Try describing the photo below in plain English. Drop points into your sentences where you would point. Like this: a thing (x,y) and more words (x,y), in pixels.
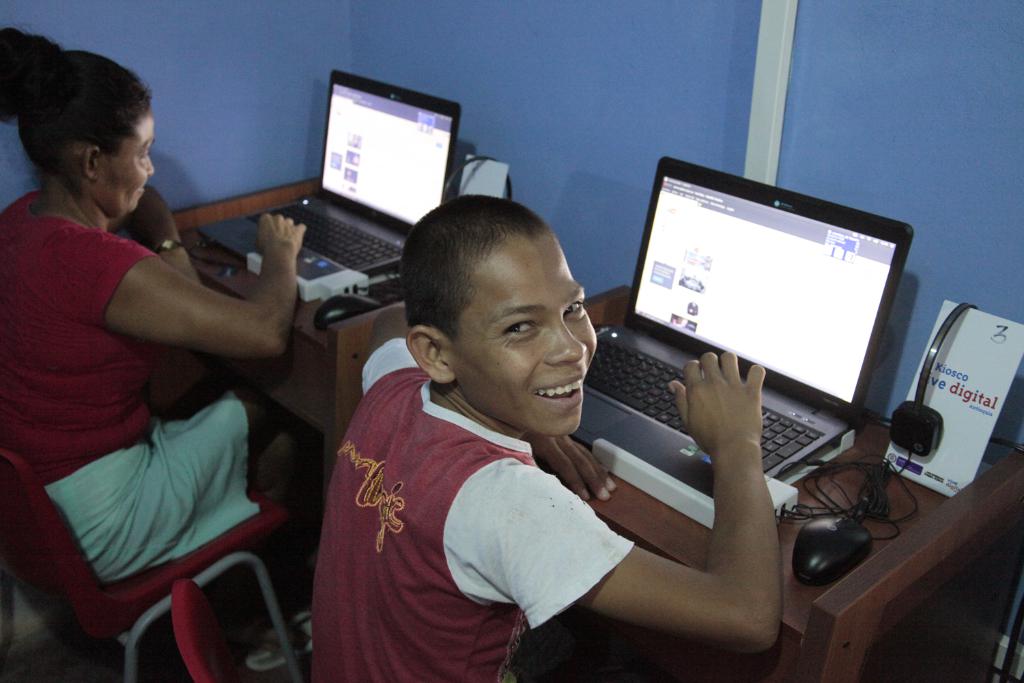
This is the man (366,459) and woman (123,507) sitting on the chairs (199,560). I can see the two laptops (369,248), two mouses (844,532), a headset (923,423) are placed on the table (877,560). This looks like a pipe (781,57), which is attached to the wall (826,58). This wall (826,58) is blue in color.
